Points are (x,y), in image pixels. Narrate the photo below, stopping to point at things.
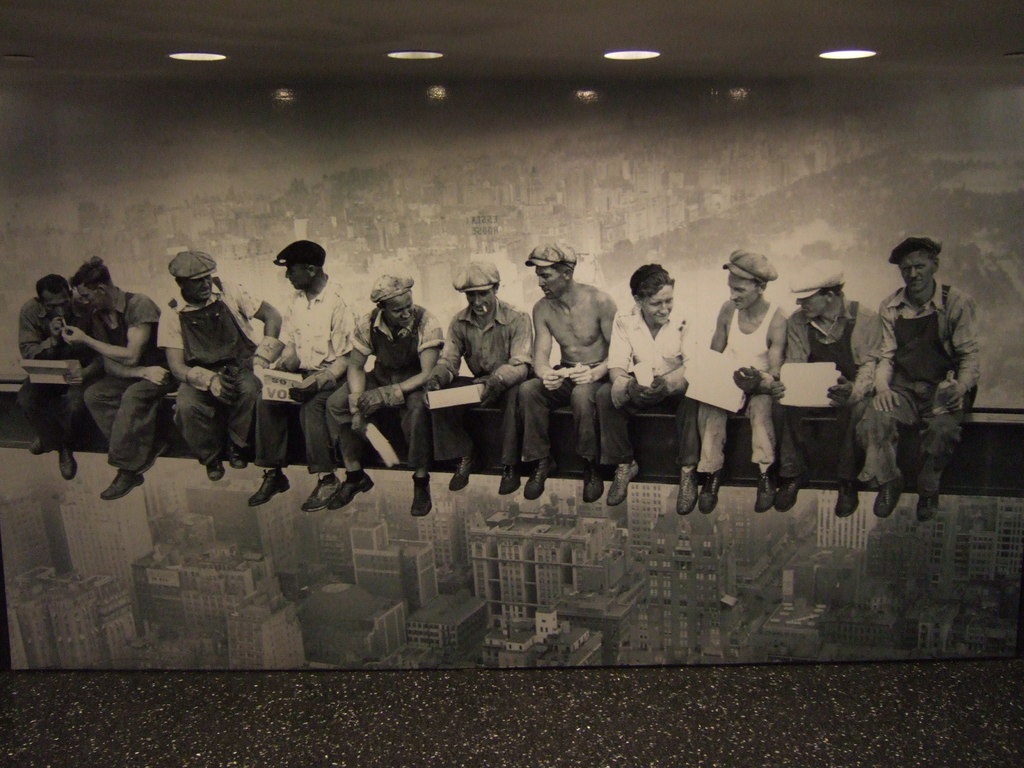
In this black and white image there are a few people (298,325) sitting on a metal rod (646,426), in the background (505,189) there is a wall (308,114) with an image (319,195) of buildings (207,199). At the top of the image (492,73) there is a ceiling (554,46) with lights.
